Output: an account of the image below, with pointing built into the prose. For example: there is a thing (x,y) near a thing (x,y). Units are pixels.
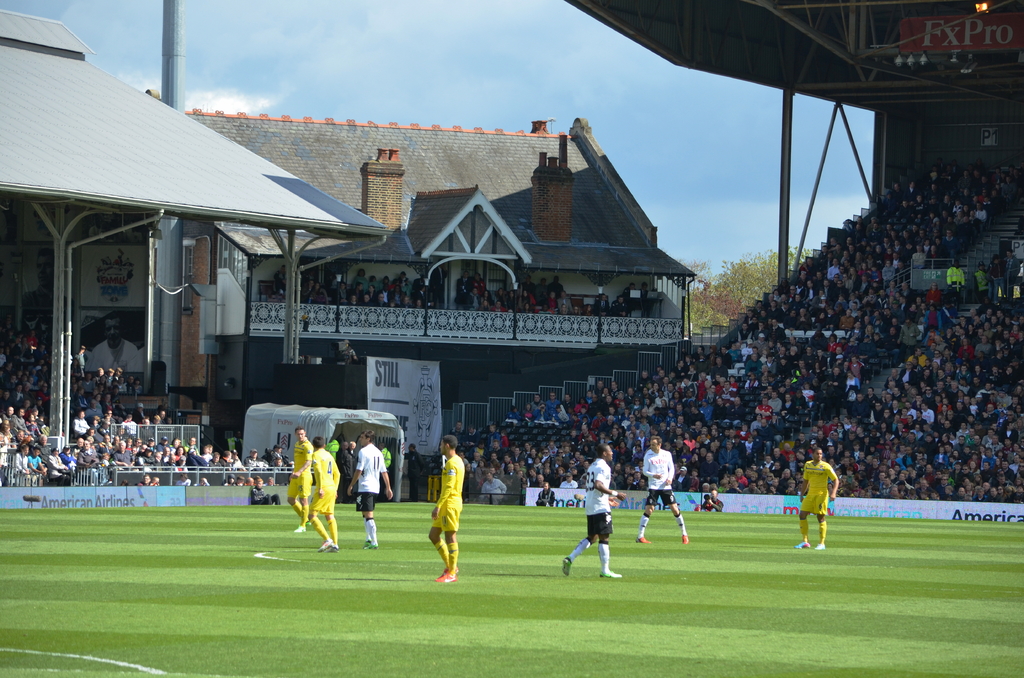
In the center of the image (450,440) we can see a few people (451,534) are in different costumes (455,519). In the background (280,36), we can see the sky (300,55), clouds (303,18), trees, one building (447,290), banners (570,499), fences (569,323), poles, sheds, few people (815,397) are standing, few people (632,396) are sitting and a few other objects (209,320).
